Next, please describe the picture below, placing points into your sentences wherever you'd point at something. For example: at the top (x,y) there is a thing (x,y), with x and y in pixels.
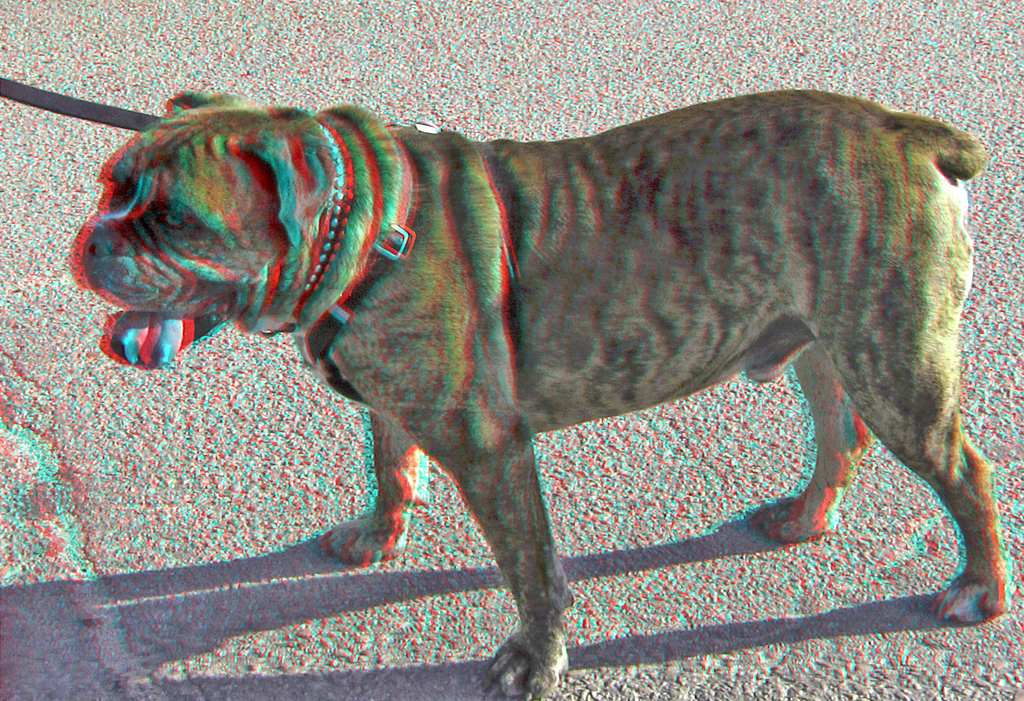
Here in this picture we can see a dog (388,185) present on the ground (361,454) and we can see a belt (347,197) around its neck (364,190) present.
